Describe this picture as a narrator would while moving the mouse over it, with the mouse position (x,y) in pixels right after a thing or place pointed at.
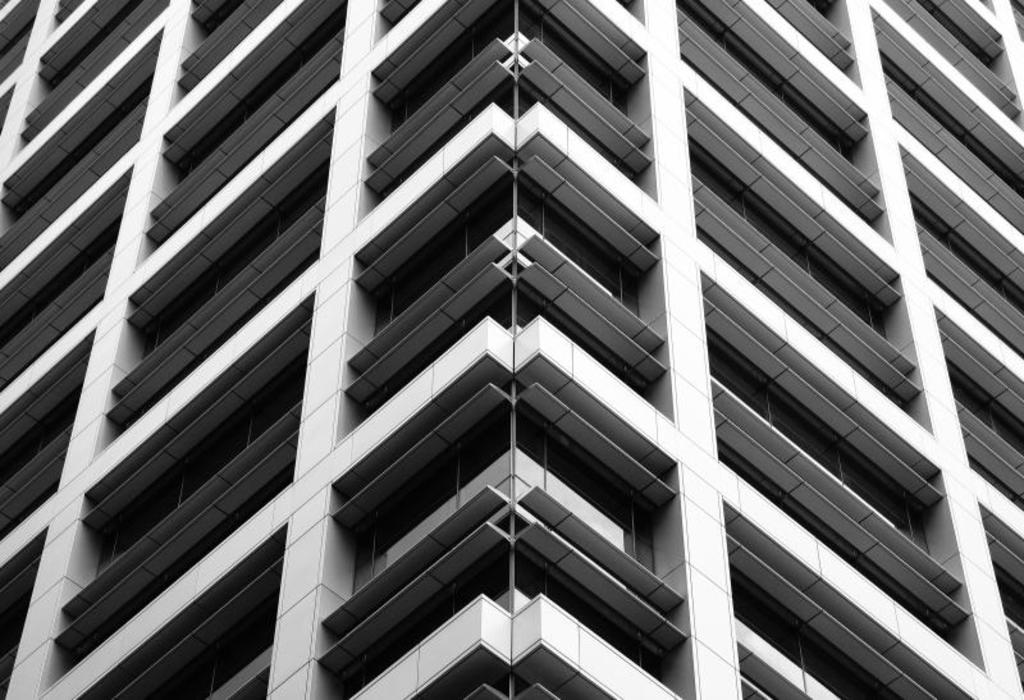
In this image we can see a building (428,276).
